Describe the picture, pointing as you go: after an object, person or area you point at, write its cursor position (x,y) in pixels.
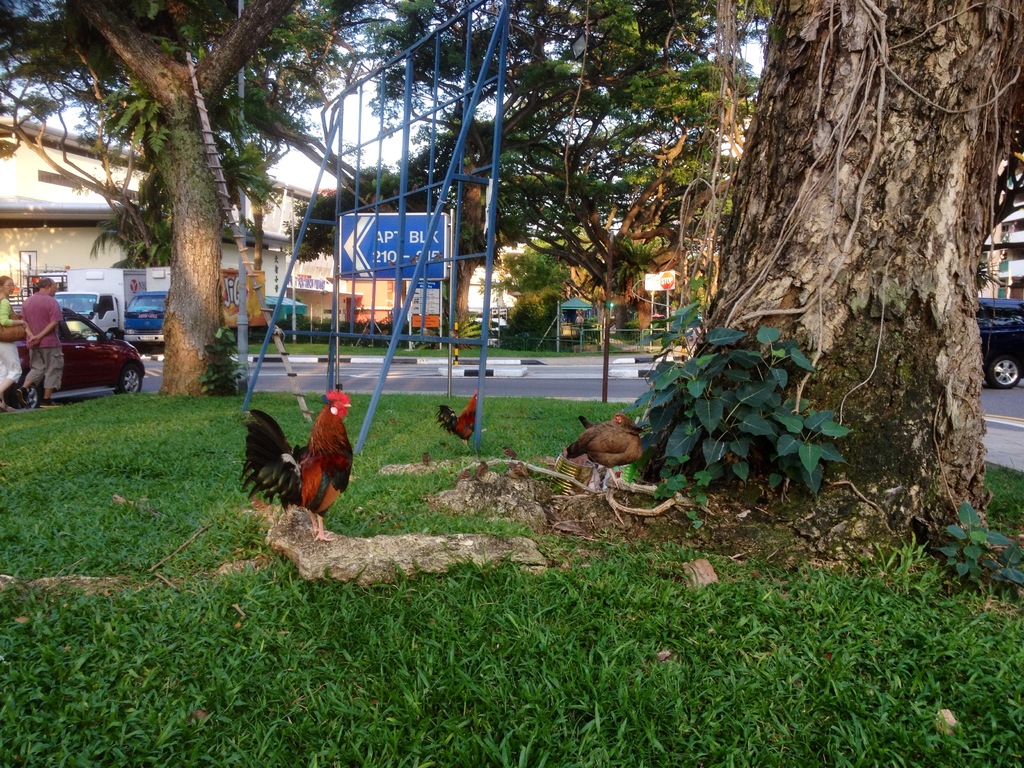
In this image we can see hens (302,449), trees (924,302), iron objects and other objects (672,413). In the background of the image (416,245) there are buildings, name boards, vehicles (153,289), road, people (40,313), trees (537,161) and other objects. At the bottom of the image (491,669) there is the grass (375,657).
